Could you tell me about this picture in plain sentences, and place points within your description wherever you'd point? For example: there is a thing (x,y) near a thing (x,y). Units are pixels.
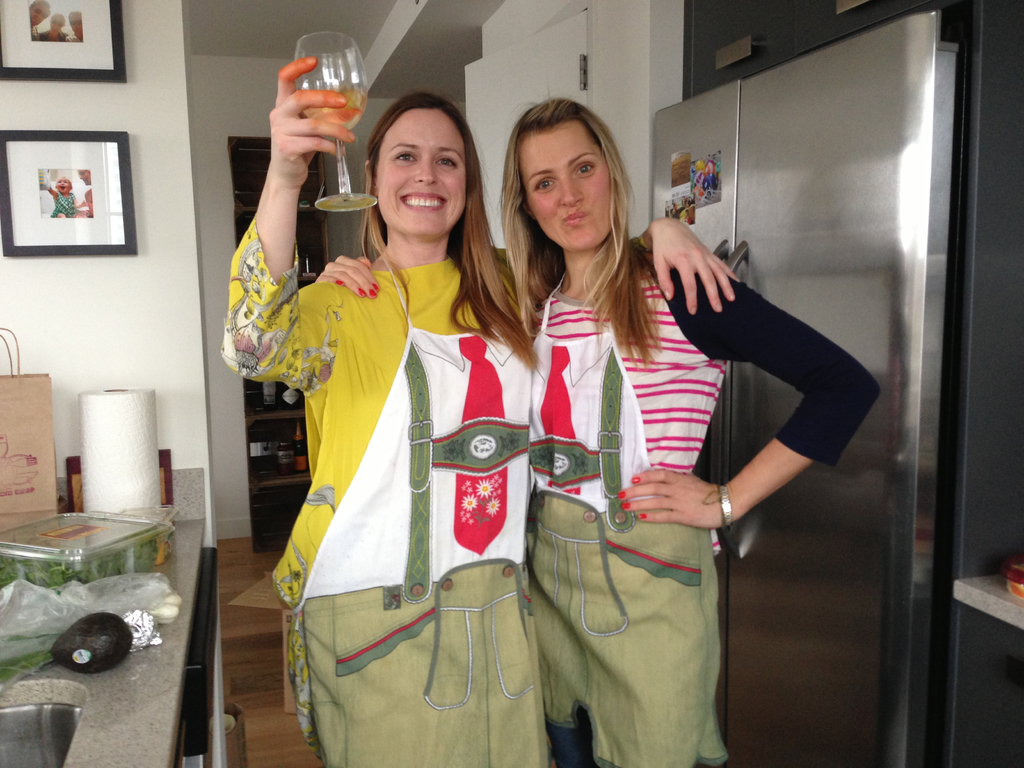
In this picture we can see two women (401,571) standing and smiling where a woman (364,521) holding a glass (356,107) with her hand (297,127) and in the background (837,186) we can see a refrigerator (863,161), frames (107,214), bag (4,472) and some objects (99,452).
